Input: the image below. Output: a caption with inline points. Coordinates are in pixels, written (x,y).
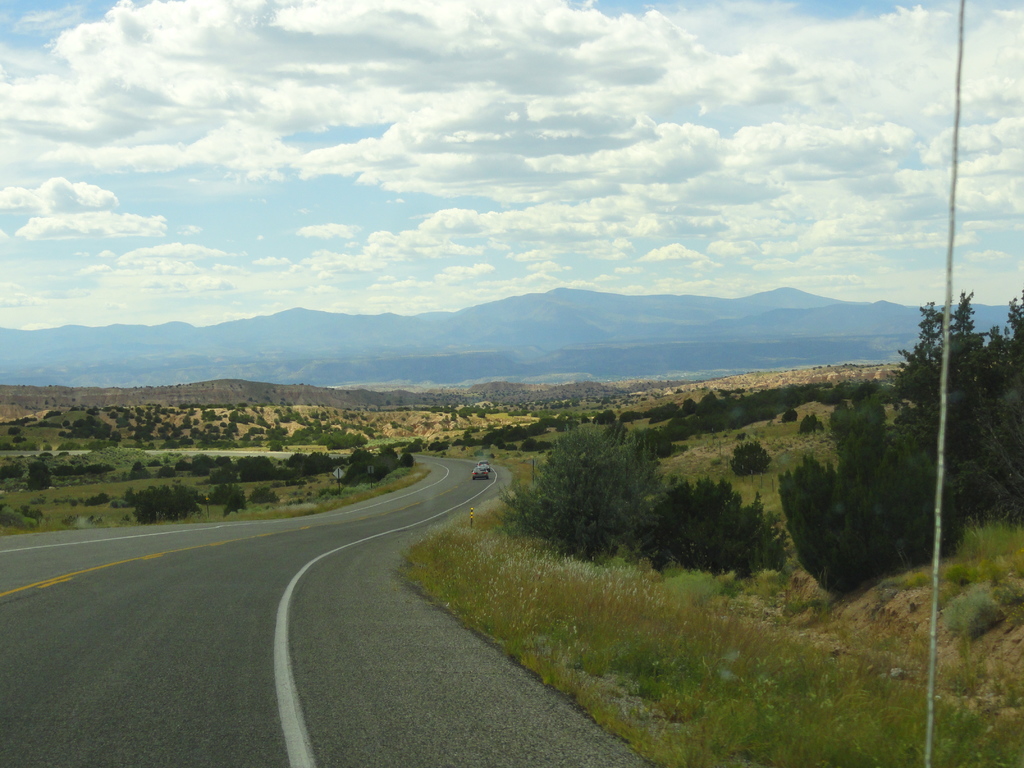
In this image we can see some plants (511,521), trees (928,562) and grass (844,703) on the ground (848,719) and we can see two vehicles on the road (410,744). We can see the mountains (679,370) in the background (780,331) and at the top (567,119) we can see the sky (616,125) with clouds (924,124).
